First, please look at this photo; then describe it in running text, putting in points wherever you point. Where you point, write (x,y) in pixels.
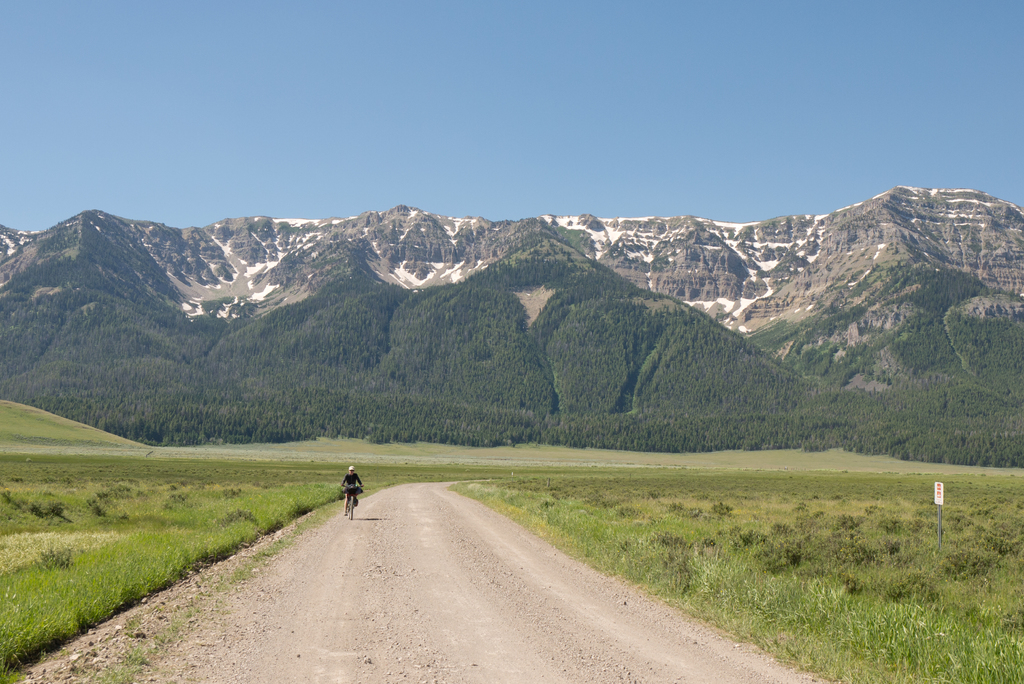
In this image, we can see a person (351,491) riding bicycle (353,493) on the road (348,519) and in the background (339,322), there are hills (445,247). At the top (472,113), there is sky (609,137) and at the bottom (726,506), there is ground (837,503).
